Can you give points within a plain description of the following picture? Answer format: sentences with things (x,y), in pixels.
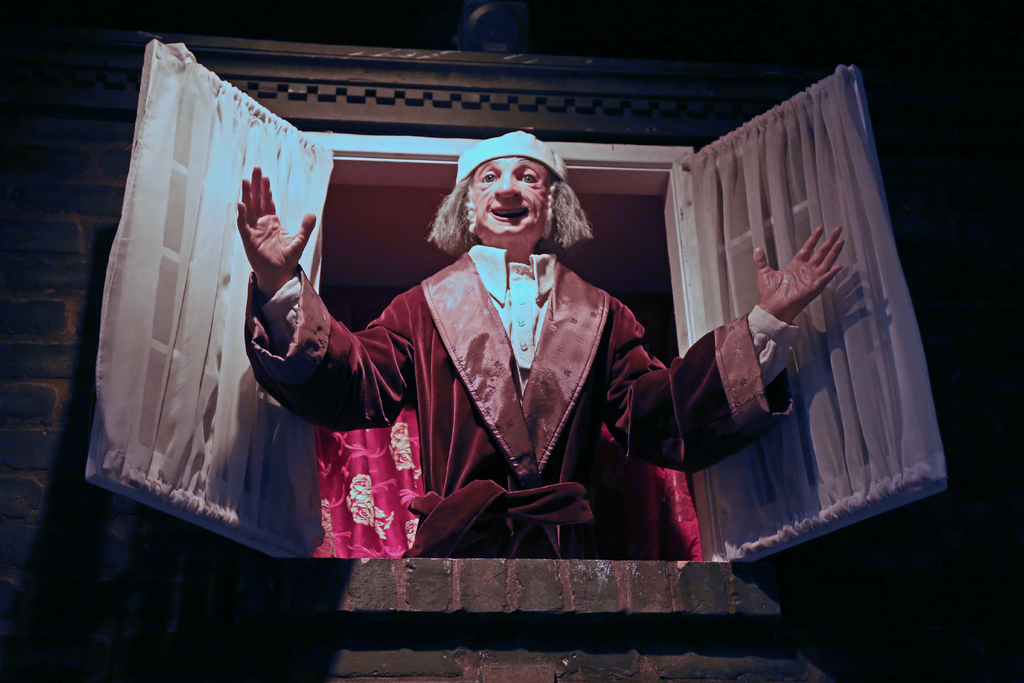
This image consists of a person (553,384) in the middle (498,343). This looks like a window (410,429).
